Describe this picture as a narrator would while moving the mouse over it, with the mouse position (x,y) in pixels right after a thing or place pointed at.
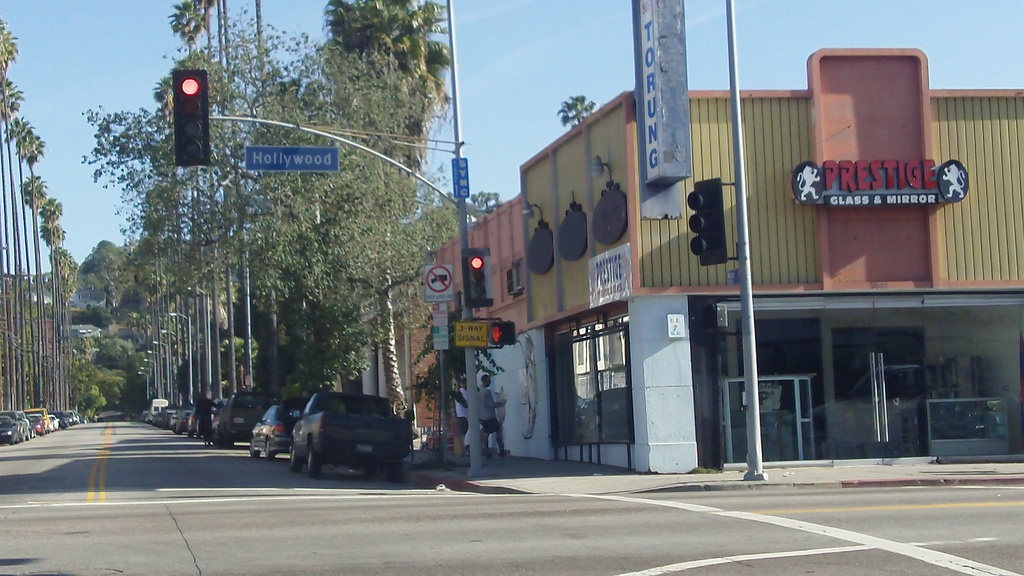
This is the picture of a road (78,442). In this image there are vehicles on the road (231,485). There are trees (210,77) and poles (757,448) on the footpath (578,481). There is a building (680,362) and there is a hoarding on the building (769,255). At the top (578,42) there is sky (617,36). At the bottom (603,524) there is a road (686,561). There is a person (485,393) standing on the footpath (651,486).
